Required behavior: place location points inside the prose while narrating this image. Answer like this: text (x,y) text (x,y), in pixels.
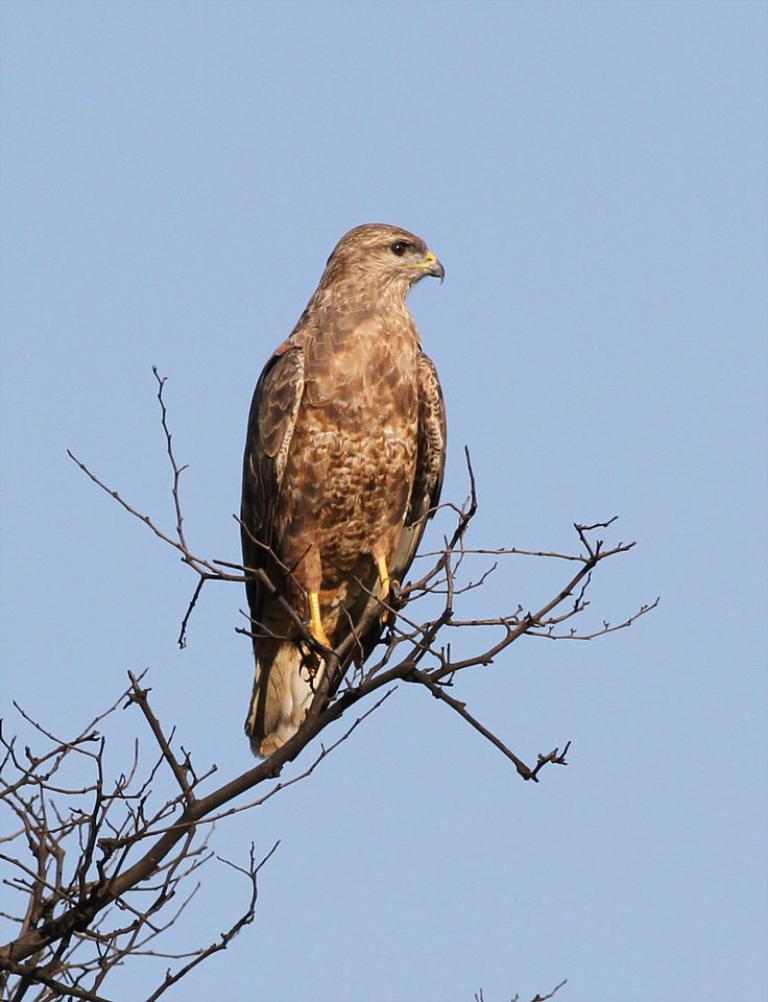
In this picture we can observe a bird (323,494) on the branch (313,640) of the dried tree (153,833). The bird (258,692) is in brown color. In the background (104,221) there is a sky (478,161).
